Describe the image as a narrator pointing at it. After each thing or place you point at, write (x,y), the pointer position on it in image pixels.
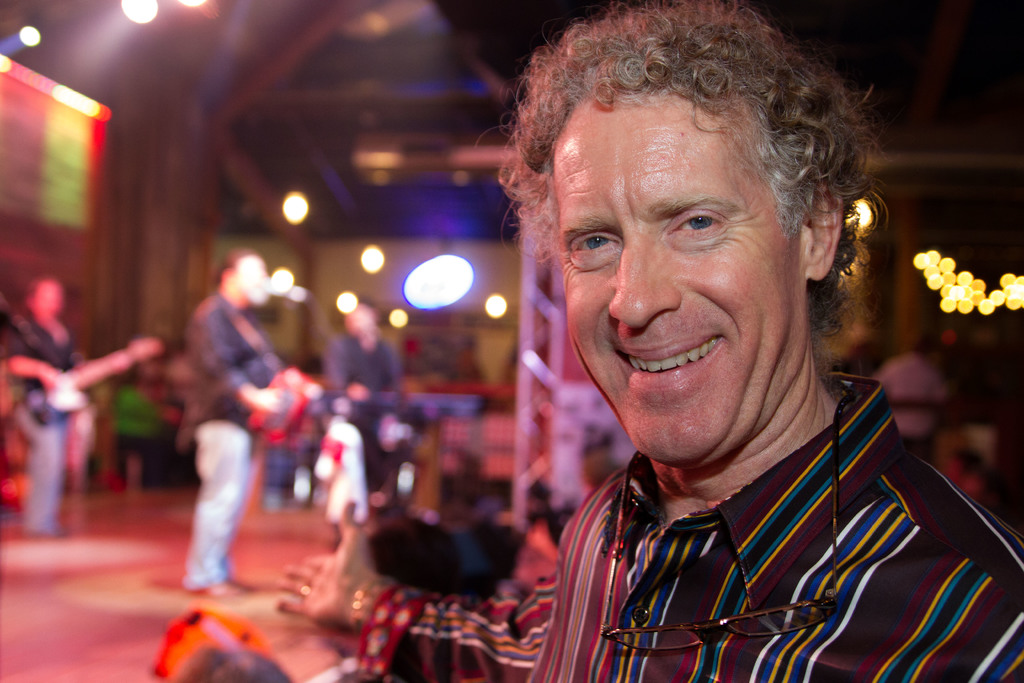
on the right side of this image (710,467) I can see a man (660,477) smiling and giving pose for the picture. In the background (256,394), I can see few people (245,391) are playing musical instruments (92,381) on the stage (151,543) and also I can see some lights (441,273).
